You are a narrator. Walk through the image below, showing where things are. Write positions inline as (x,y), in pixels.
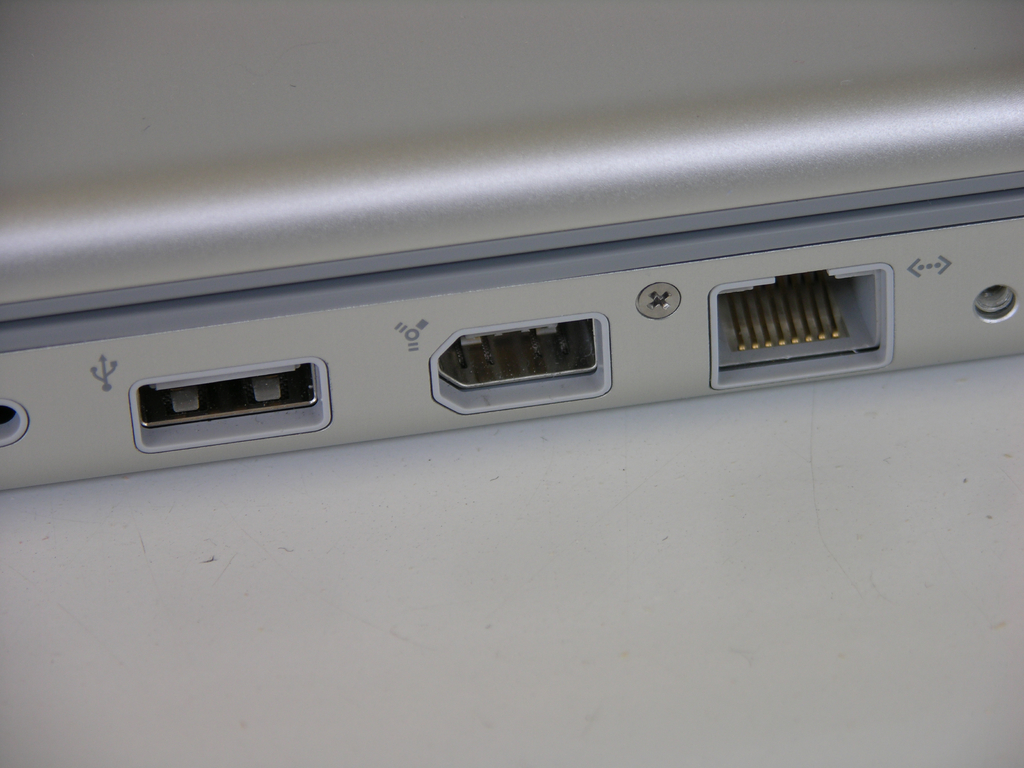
There are ports (465,336) of an electronic device (301,333) in the image.
